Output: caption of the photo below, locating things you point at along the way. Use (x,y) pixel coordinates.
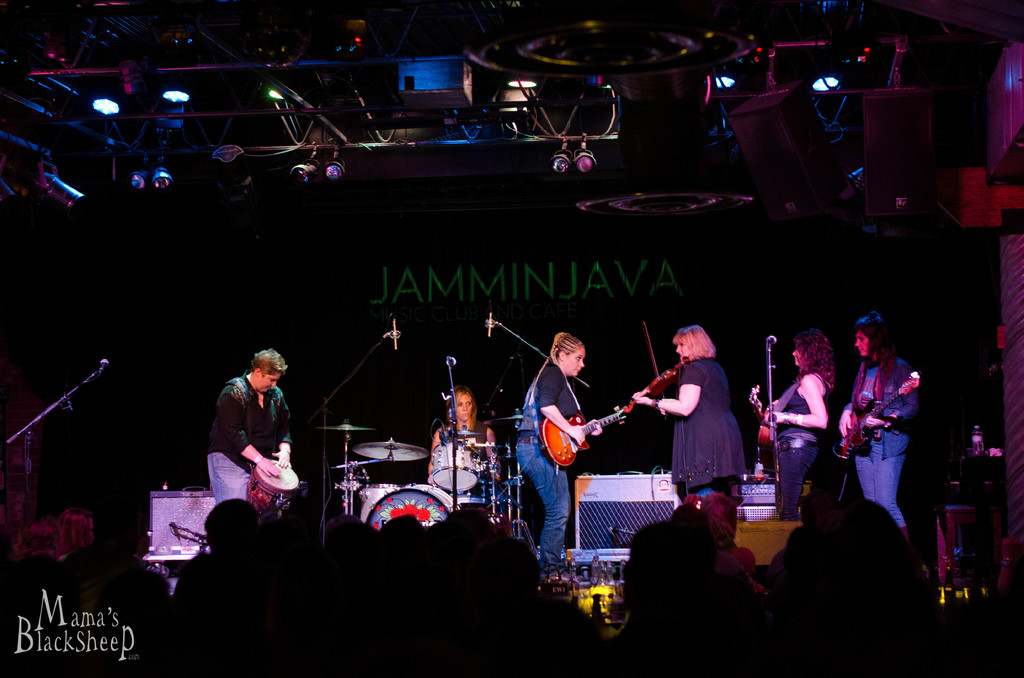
As we can see in the image there are group of people (574,434) playing different types of musical instruments (278,480).
